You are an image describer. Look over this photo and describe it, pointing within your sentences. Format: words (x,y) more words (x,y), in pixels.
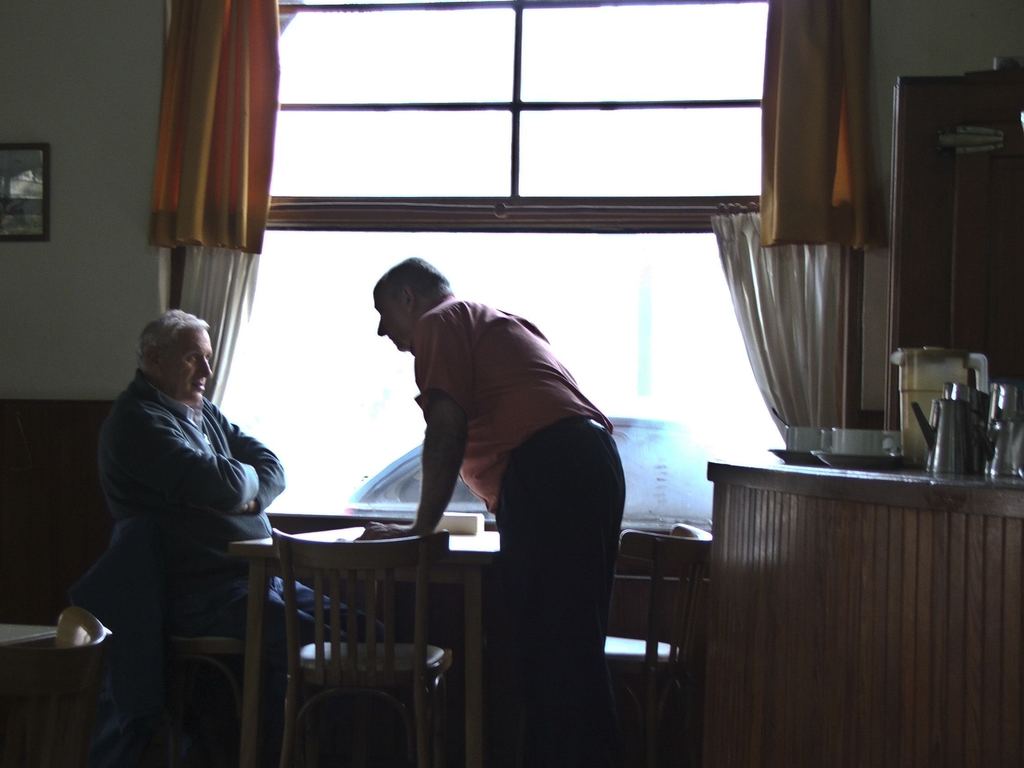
A man (198,495) is sitting on the chair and the other person (522,524) is standing at the table (405,578). In the background (149,172) there is a wall (76,298), frame (42,190), curtain (217,185), window (326,105), kettle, glasses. Through window (531,274) we can see a vehicle (639,425).
